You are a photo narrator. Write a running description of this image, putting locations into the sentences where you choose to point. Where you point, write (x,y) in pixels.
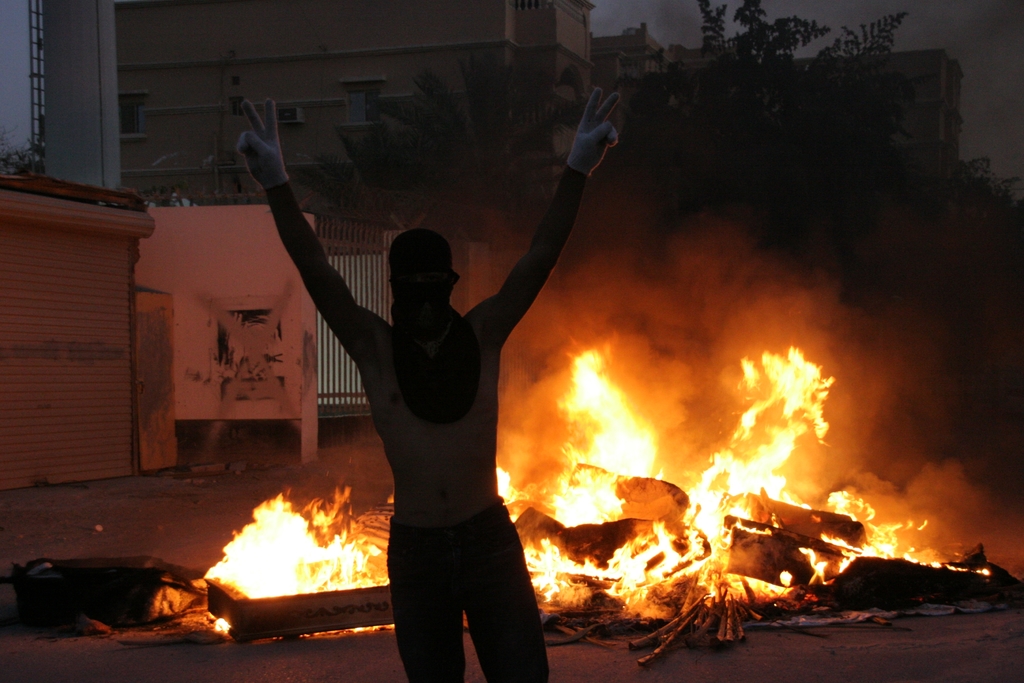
In the middle of the image (439,357) we can see a person (403,475), behind the person (487,451) we can see fire (726,524), in the background (672,114) we can see few trees (687,162) and buildings (102,261).
